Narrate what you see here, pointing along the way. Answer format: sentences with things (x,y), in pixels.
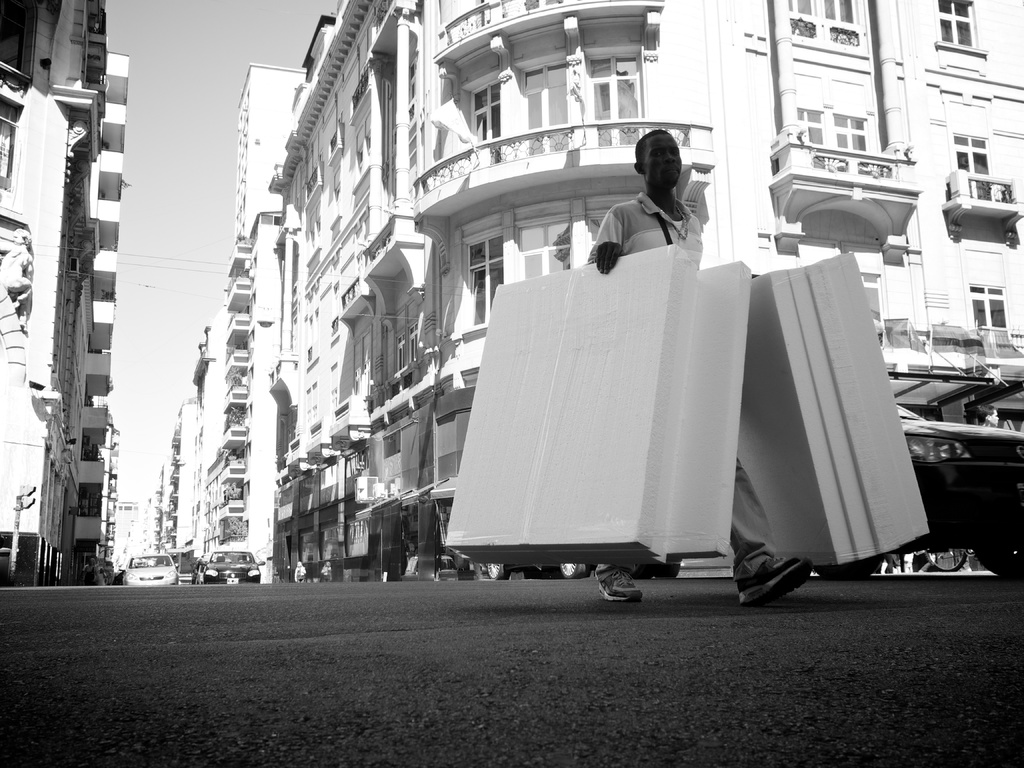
This is a black and white image. In the foreground of the image (532,459) there is a person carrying some objects (612,313) in hand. In the background of the image (178,534) there are buildings (472,51). There are vehicles (215,582). At the bottom of the image (220,655) there is road (160,681).
